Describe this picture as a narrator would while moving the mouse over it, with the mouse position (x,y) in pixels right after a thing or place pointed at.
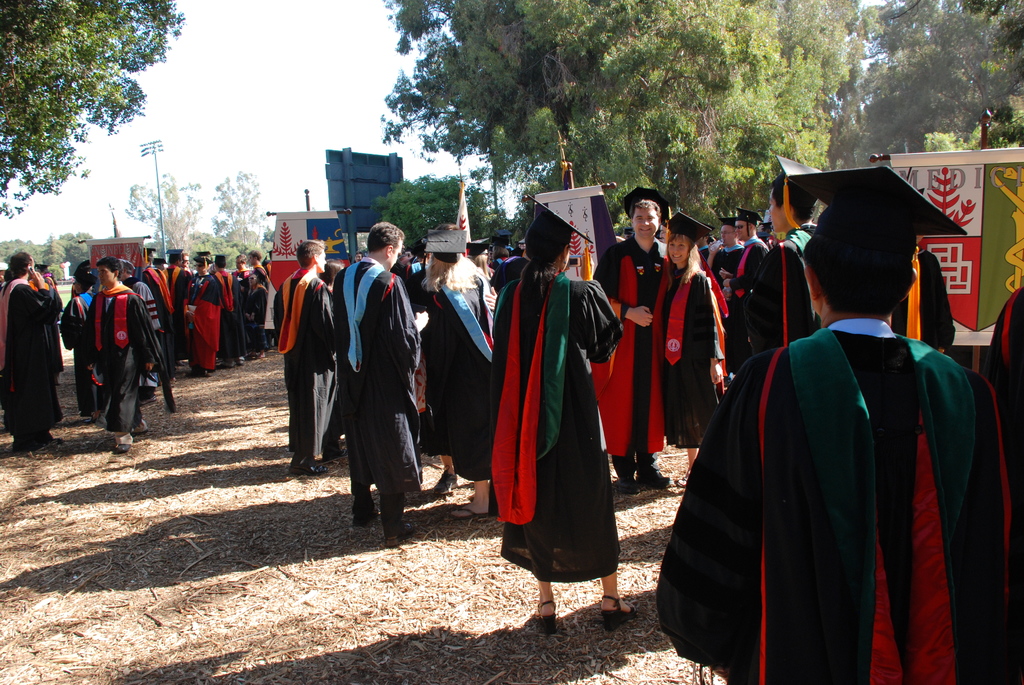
In this picture we can see some girls (507,468) and boys (741,496), standing in the ground (655,541) wearing convocation black color gowns (589,336) and taking the photographs. Behind there are some trees (452,119).
